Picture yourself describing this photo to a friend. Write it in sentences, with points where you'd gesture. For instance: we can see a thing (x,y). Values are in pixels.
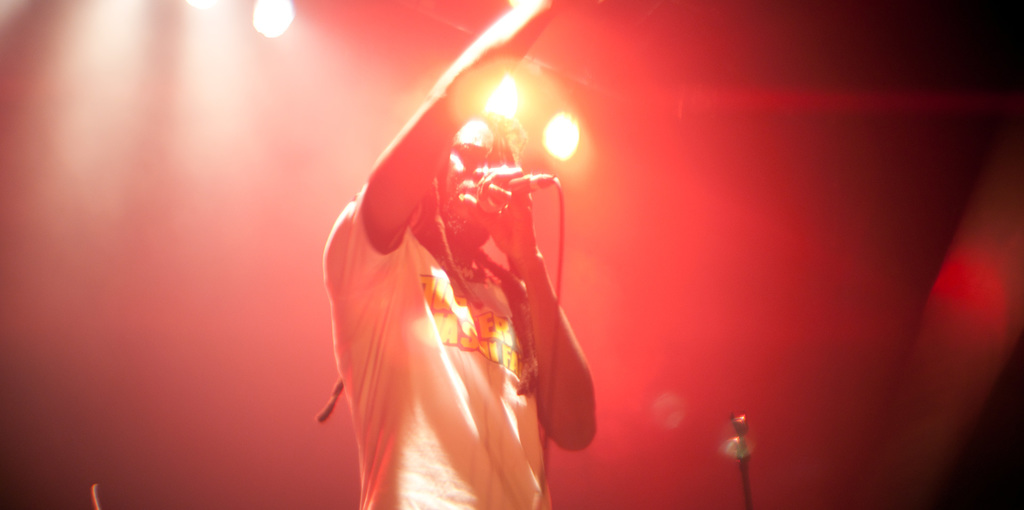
In this picture there is an African man (436,320) wearing white color t-shirt (446,344) is singing on the microphone (508,188). Behind there is a red color background (803,289) and spotlights (492,97).
